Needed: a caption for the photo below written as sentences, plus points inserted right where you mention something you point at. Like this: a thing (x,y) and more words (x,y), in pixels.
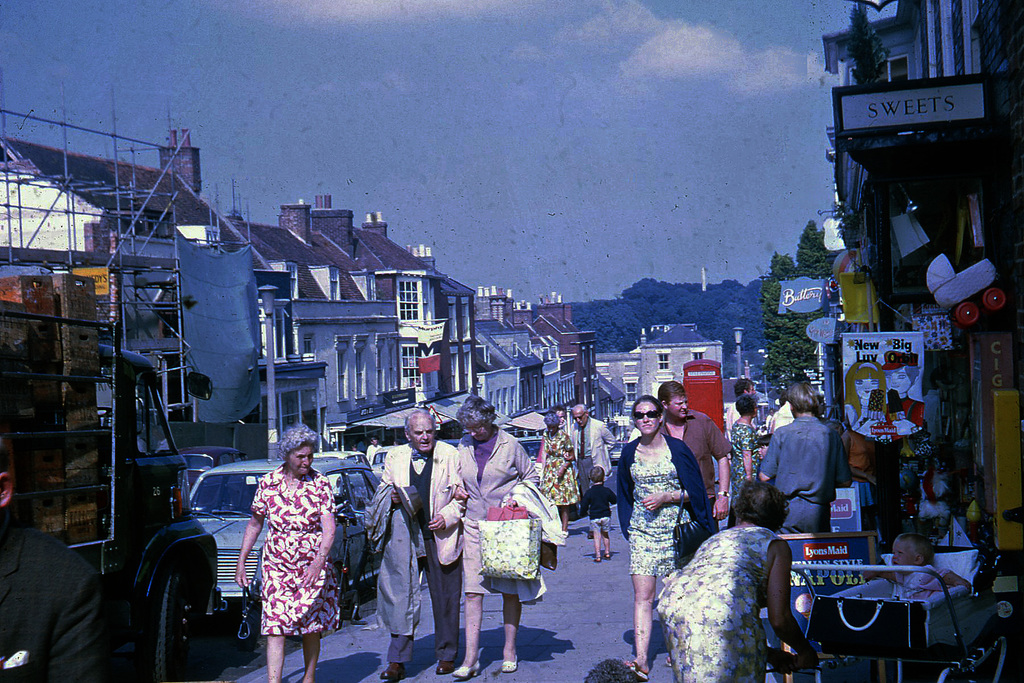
Here there are few persons (468,527) walking on the road (555,625) and among them few are carrying bags (500,526) on their hands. In the background (368,562) we can see vehicles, buildings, windows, poles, trees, hoardings (877,350), bags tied to a pole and some other objects (1009,416) and clouds (396,3) in the sky (277,51). On the right (954,590) at the bottom corner (927,585) we can see a kid (946,578) sitting on a stroller (963,563).
